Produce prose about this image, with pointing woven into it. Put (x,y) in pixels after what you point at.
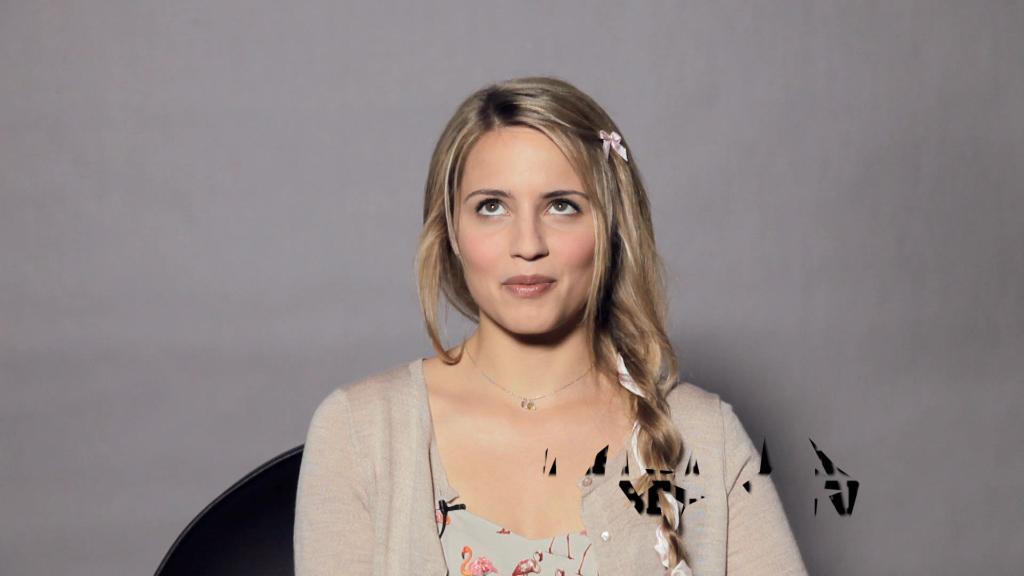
In the center of the image (519,205) there is a woman (425,488). In the background (542,74) there is wall (504,74).
